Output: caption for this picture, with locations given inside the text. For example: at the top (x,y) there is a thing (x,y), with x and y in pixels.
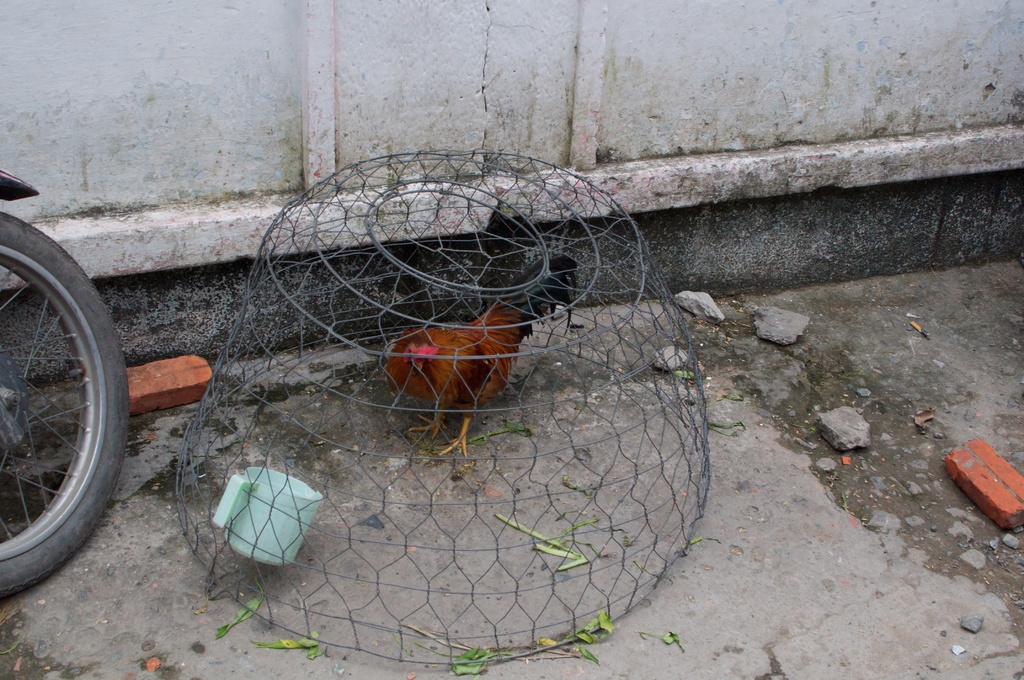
In this picture we can see a hen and mug (276,518) in a cage (380,583). We can see some leaves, few bricks (158,387) and stones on the ground (635,360). There is a wall (84,191) in the background (22,161). A motor bicycle (52,516) is seen on the left side (70,342).
